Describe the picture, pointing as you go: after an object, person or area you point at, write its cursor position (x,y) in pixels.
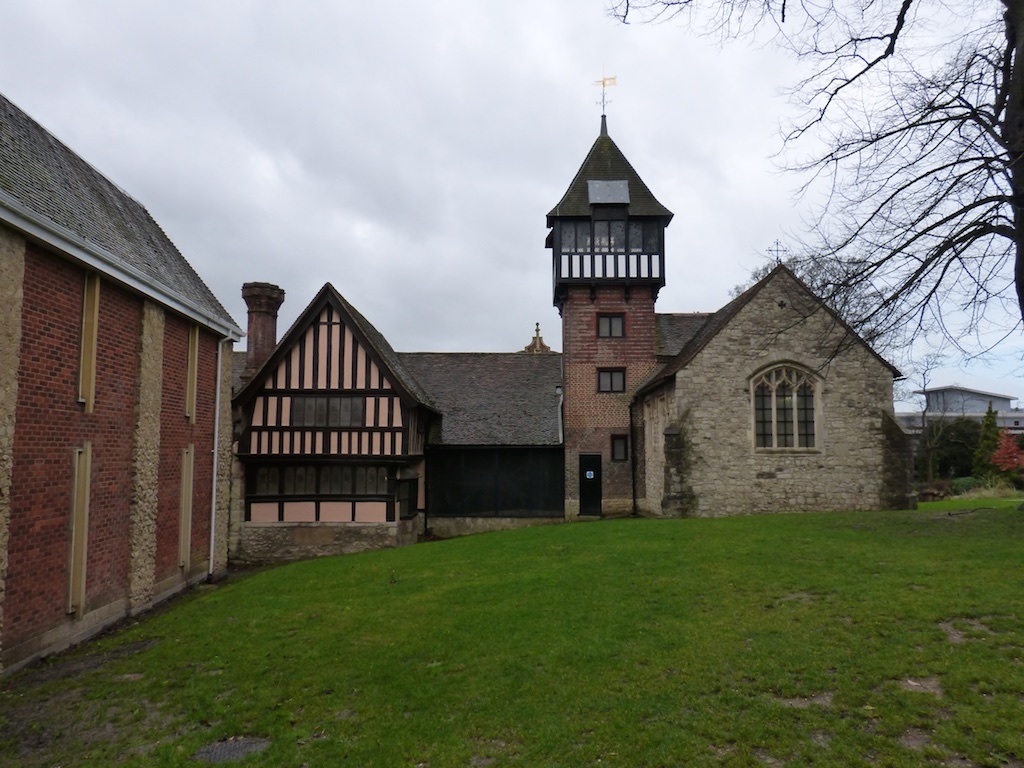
In this image I can see houses (153,597) and trees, grass (389,593) and at the top (743,195) I can see the sky (331,167).
